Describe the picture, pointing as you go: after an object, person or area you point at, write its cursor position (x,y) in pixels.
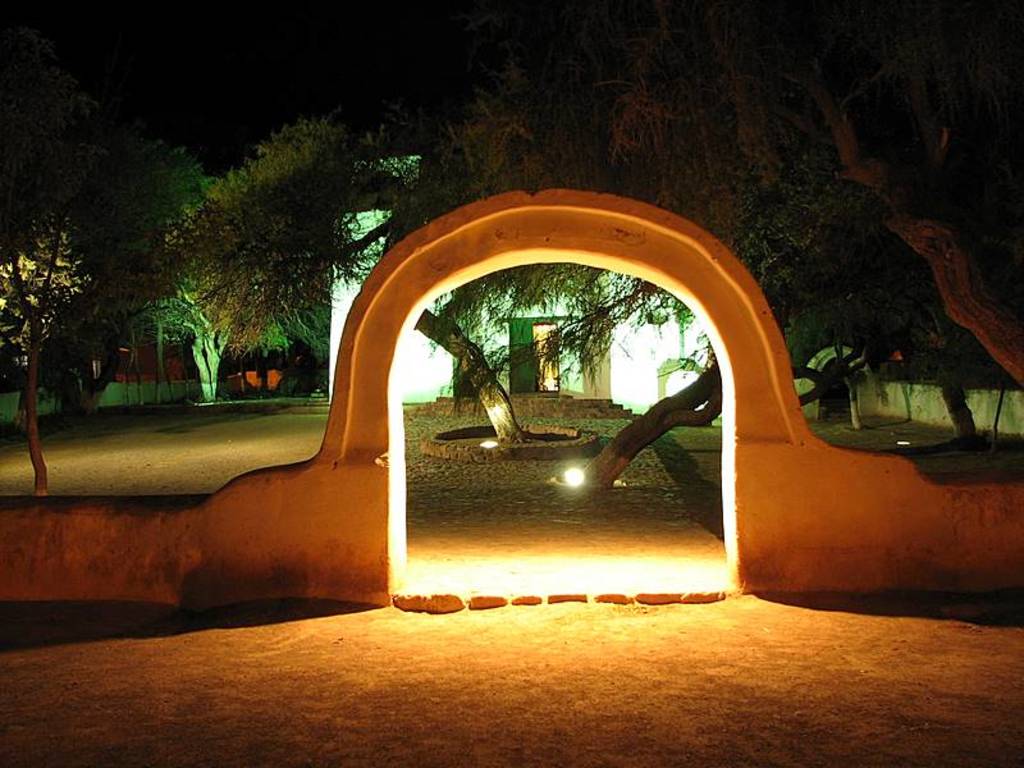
In this picture we can see the arch (728,323) in the front (504,602) with light (551,579). Behind there are some trees (452,340) and white color house (511,330). Behind there is a dark background (142,79).
